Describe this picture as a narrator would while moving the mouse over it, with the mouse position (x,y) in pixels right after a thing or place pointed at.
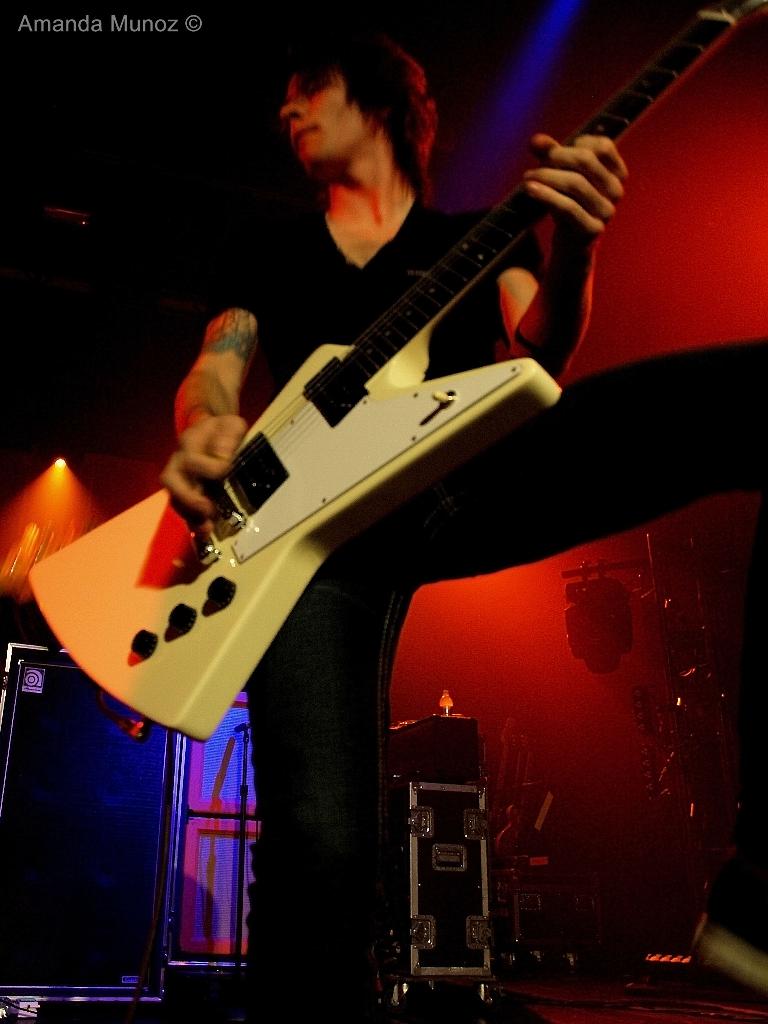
The person (406,256) is standing and playing guitar (408,383) and there some other musical instruments (526,736) behind him.
